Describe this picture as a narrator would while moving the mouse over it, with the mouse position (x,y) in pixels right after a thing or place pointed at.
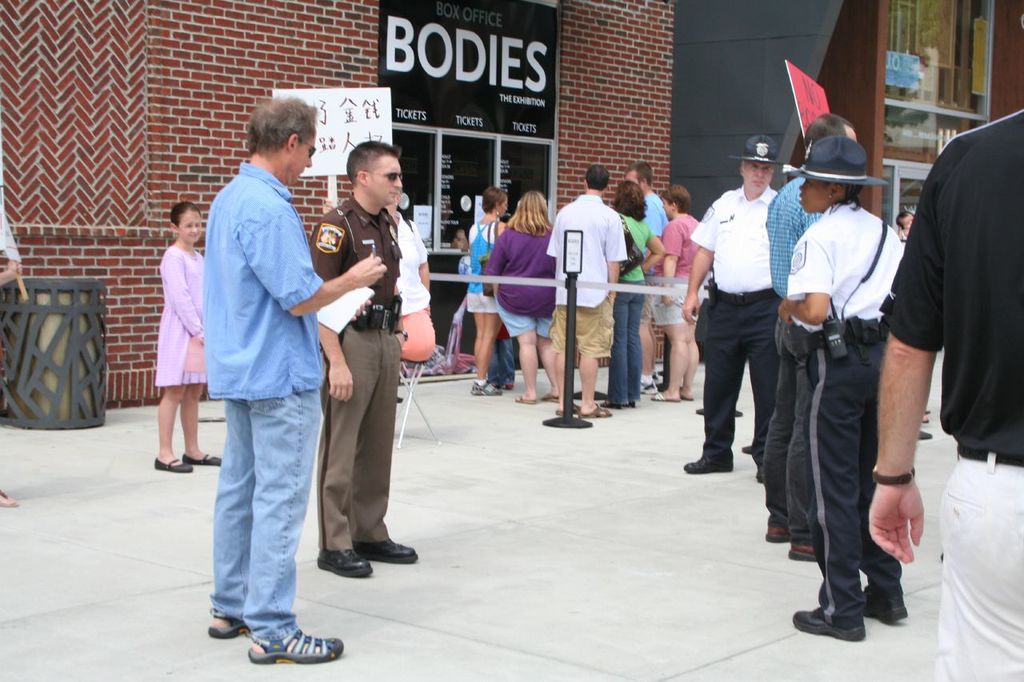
In this image we can see people (593,361) standing on the floor (662,462), barrier poles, bins (90,353), walls (222,104) and advertisement board (437,114).
